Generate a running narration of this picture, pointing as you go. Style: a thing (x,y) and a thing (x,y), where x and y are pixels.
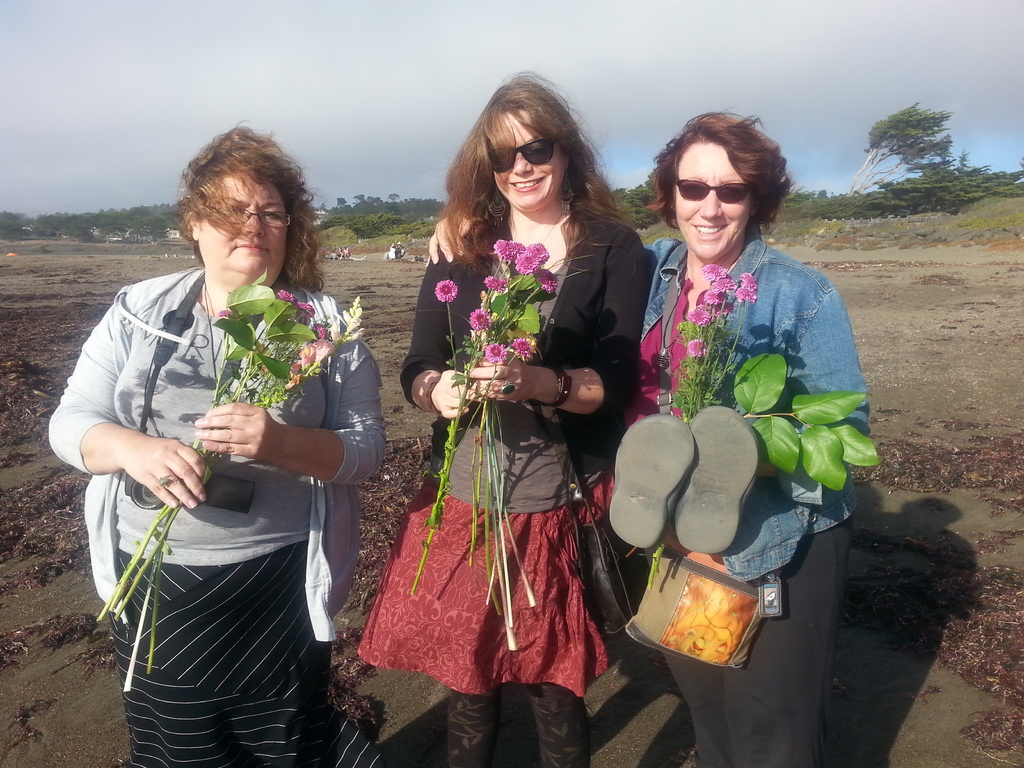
In this image we can see three ladies (402,378) standing and holding flowers (492,318). The lady (741,671) standing on the right (708,543) is holding slippers (650,526). In the background (810,207) there are trees (920,178) and sky (459,35).
